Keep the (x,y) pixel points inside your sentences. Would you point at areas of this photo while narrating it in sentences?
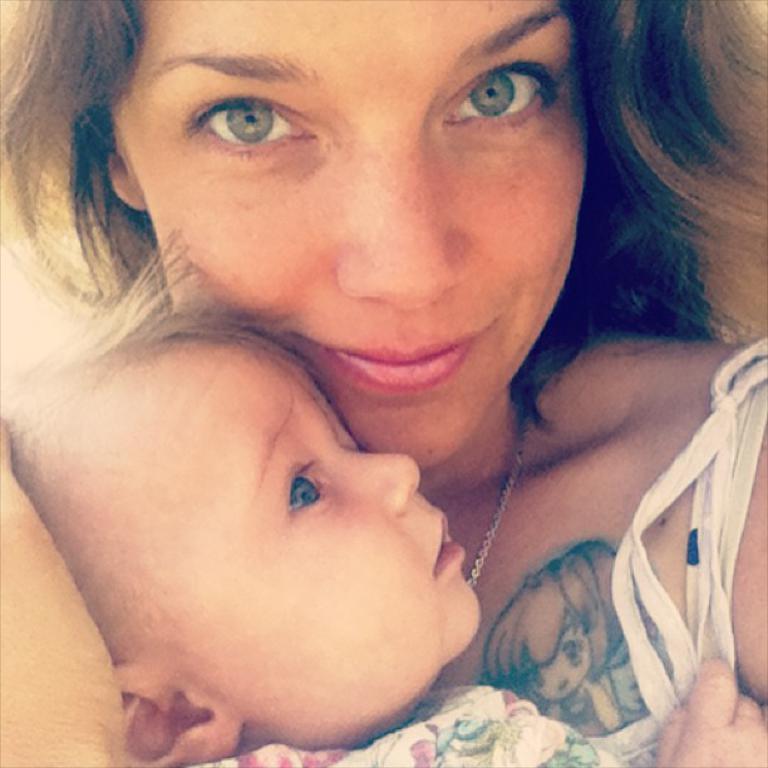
In this image we can see a woman (376,389) carrying a baby (315,385).
